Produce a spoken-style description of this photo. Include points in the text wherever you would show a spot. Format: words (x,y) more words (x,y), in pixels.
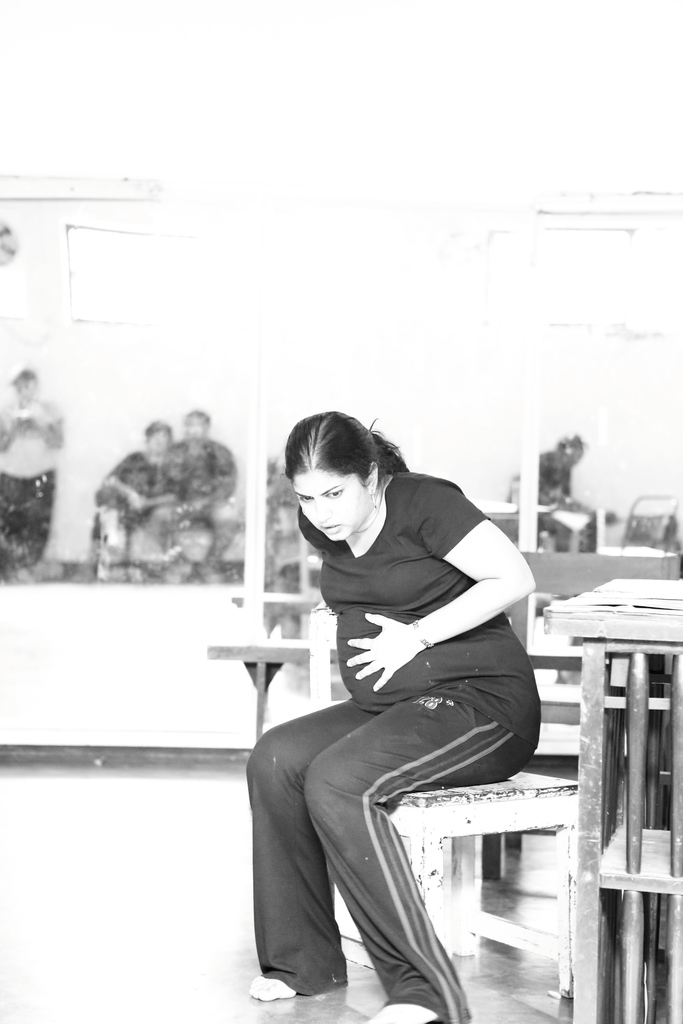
This picture shows a woman (358,824) sitting in the chair (511,779) in front of a table (640,662). In the background (109,457) there is a glass (121,457) through which we can observe some people (153,484) sitting and standing here.
